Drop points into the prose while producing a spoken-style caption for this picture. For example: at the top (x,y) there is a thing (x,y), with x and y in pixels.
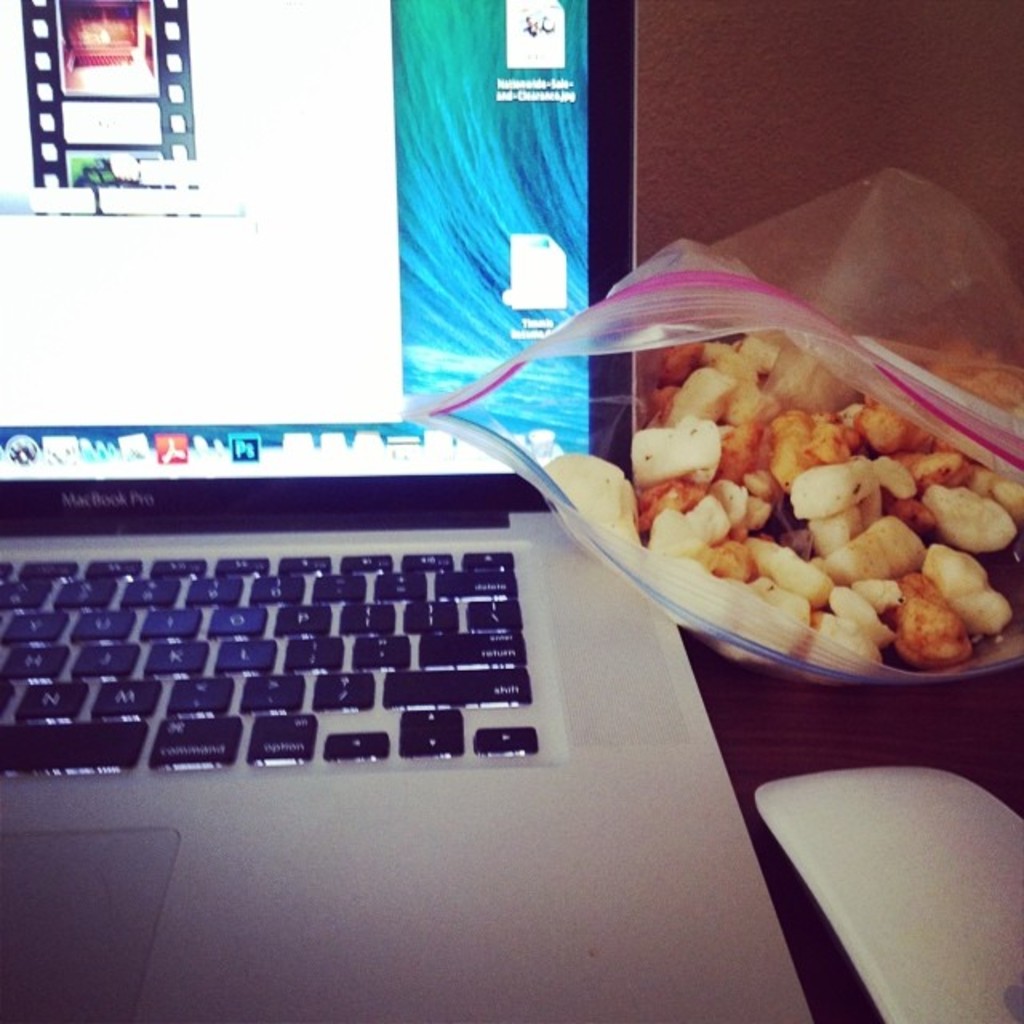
In this picture a laptop (467,526) and a computer mouse (883,905). I can also see food items (768,474) in a packet (865,658). I can see some icons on the laptop screen (263,320).
